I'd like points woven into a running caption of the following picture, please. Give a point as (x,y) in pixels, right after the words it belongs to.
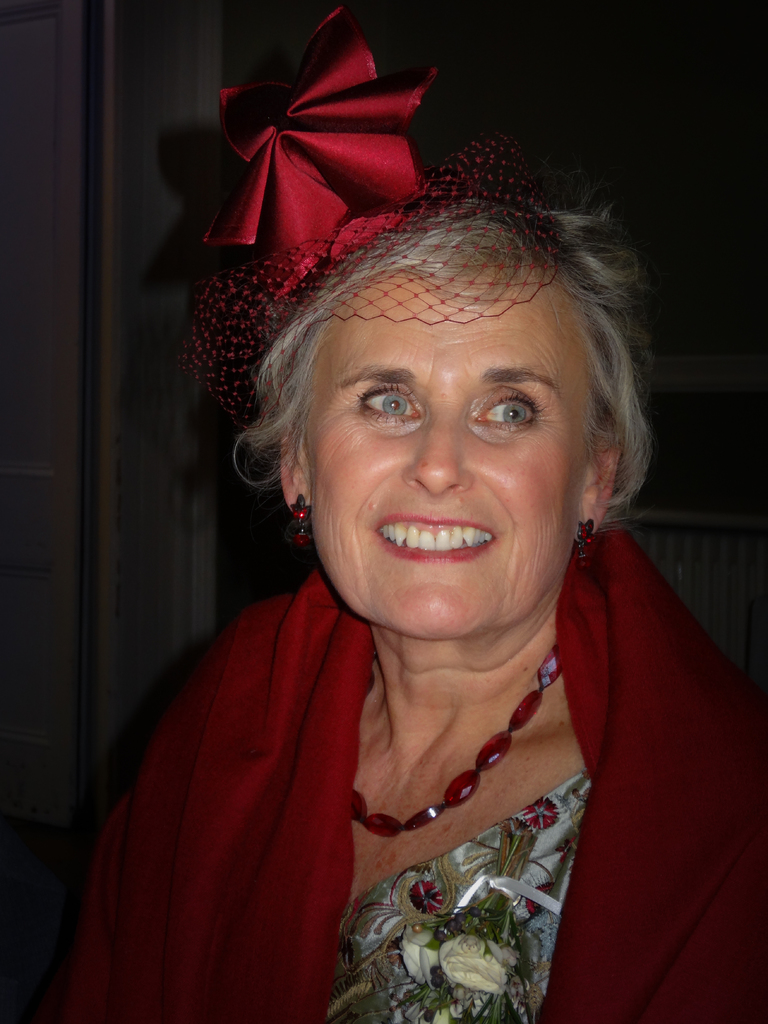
In this picture I can see a woman (535,573) smiling, and there is dark background (730,135).
